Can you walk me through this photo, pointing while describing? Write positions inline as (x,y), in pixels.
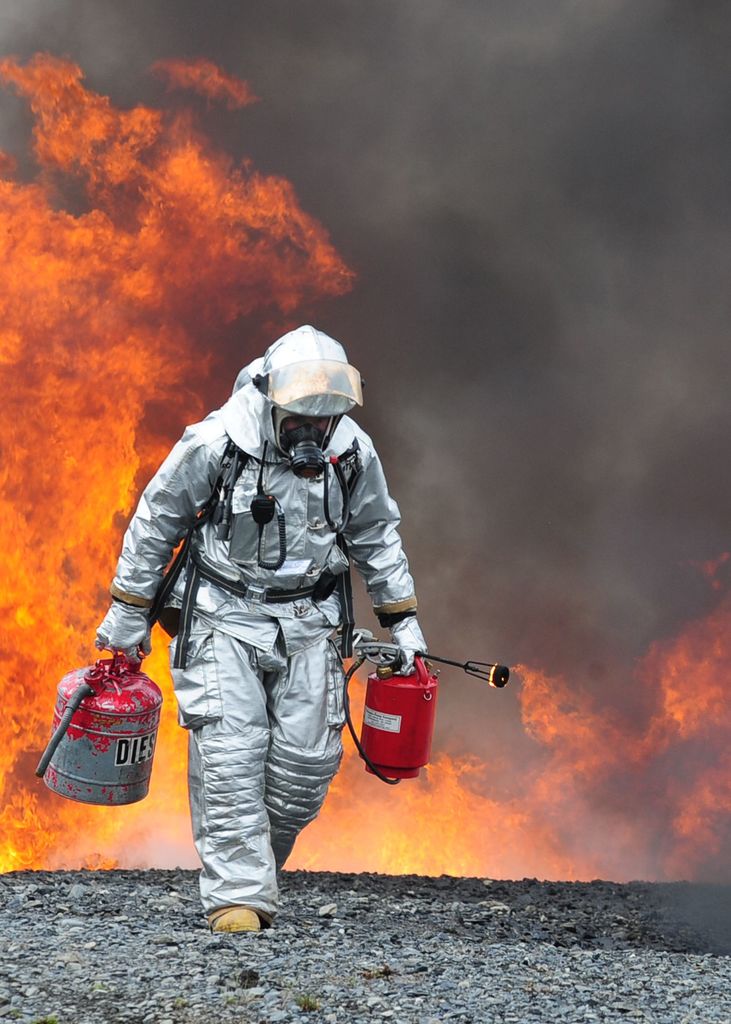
In this image we can see a person (256,858) standing on the stones (248,936) holding a diesel container (75,722) and a drip torch (399,707) with his hands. On the backside (148,410) we can see the fire (58,268) with smoke (211,329).
